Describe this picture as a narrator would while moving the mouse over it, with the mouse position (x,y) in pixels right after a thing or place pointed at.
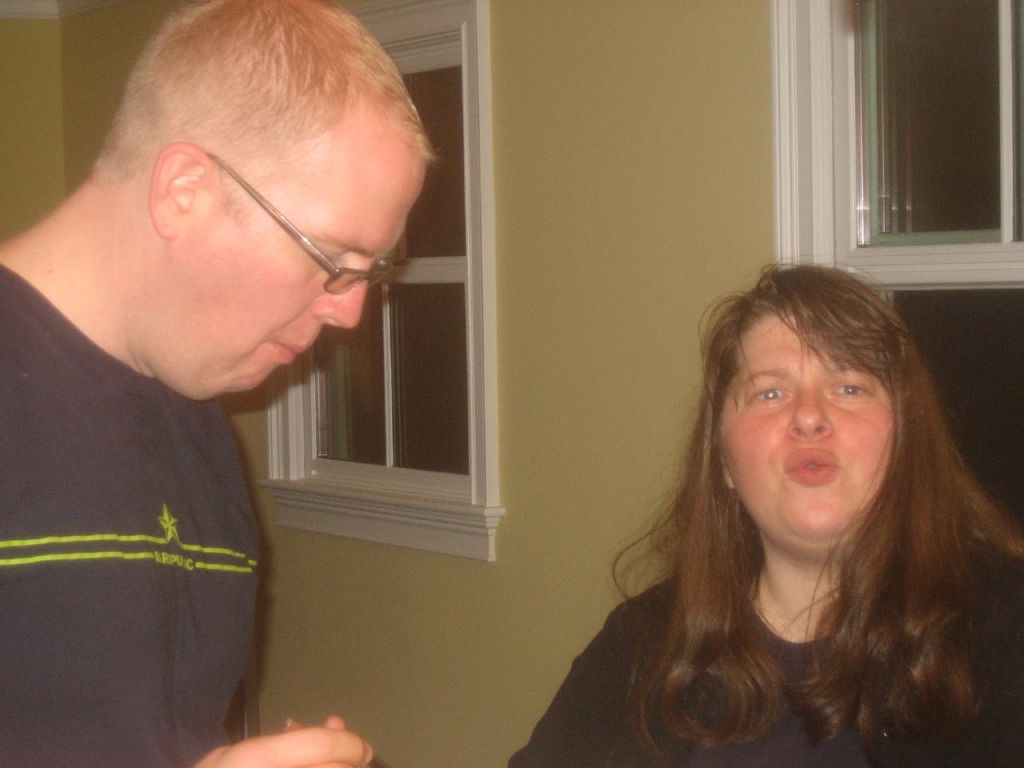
In this image, we can see people (90,267) and one of them is wearing glasses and holding an object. In the background (833,170), there are windows (389,320) and there is a wall (644,264).
